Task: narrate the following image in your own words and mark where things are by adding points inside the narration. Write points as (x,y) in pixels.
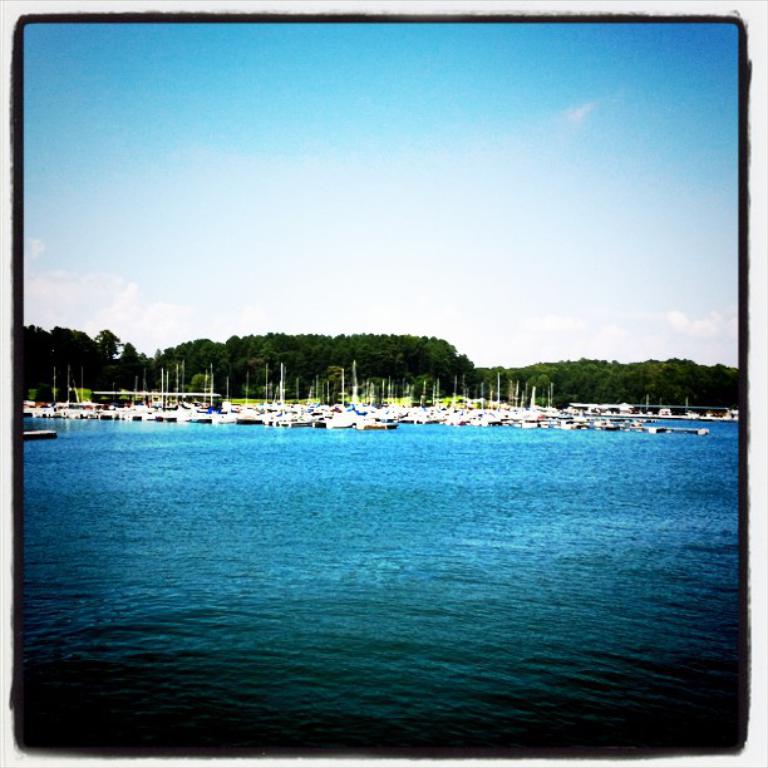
This image consists of a photo, in which there are many boats (391,421). It looks like it is clicked near the ocean (437,504). In the background (440,362), there are many trees (313,346). At the top (405,132), there is a sky (400,119).
